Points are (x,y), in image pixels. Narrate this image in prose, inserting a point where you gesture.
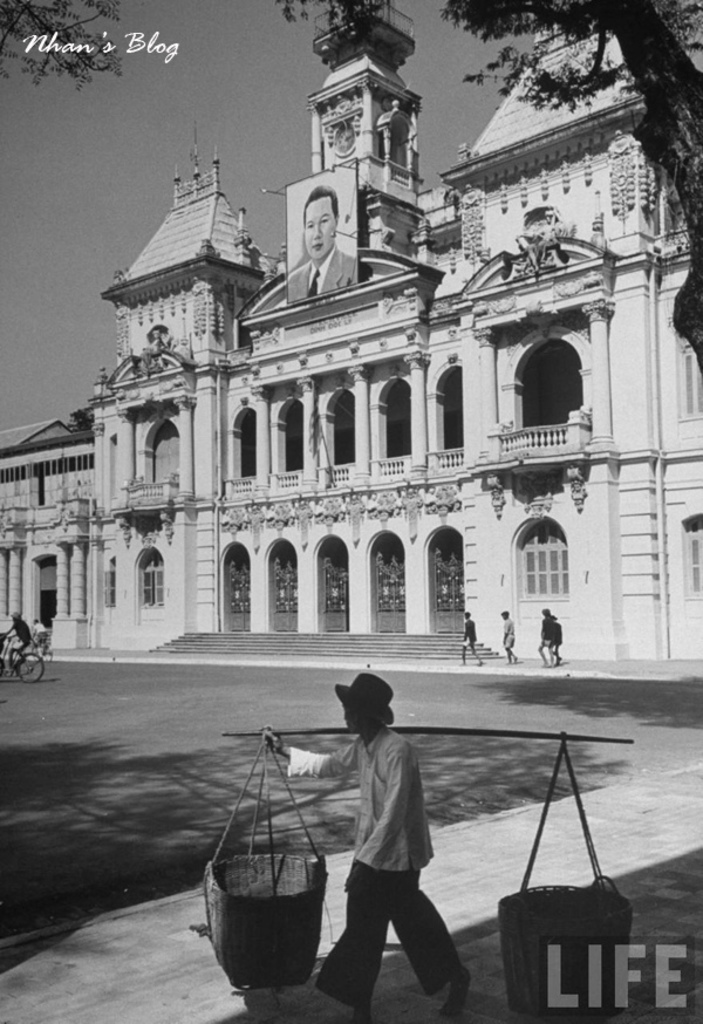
In this image I can see the person (378,785) walking and holding the carrying pole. In the background (416,524) I can see few persons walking and I can also see the person (23,624) riding the bi-cycle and I can also see the building (267,353) and few trees (517,8) and the image is in black and white.
